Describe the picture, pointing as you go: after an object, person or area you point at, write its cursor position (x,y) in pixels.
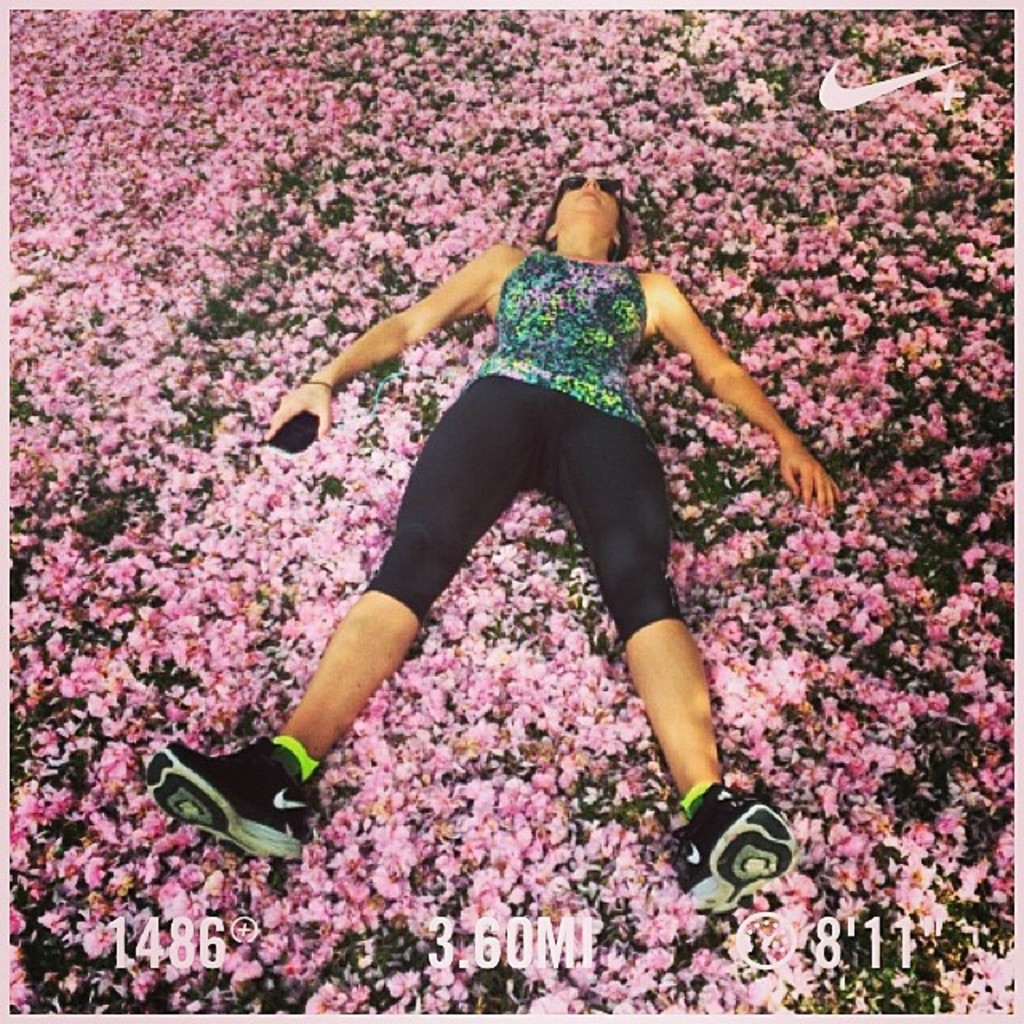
In this image we can see a lady person (557,479) wearing multi color top (553,357), black color bottom (397,569), shoes (266,833) holding some object (313,417) in her hands (329,407) sleeping on flowers (527,808) which are on ground (373,326).
